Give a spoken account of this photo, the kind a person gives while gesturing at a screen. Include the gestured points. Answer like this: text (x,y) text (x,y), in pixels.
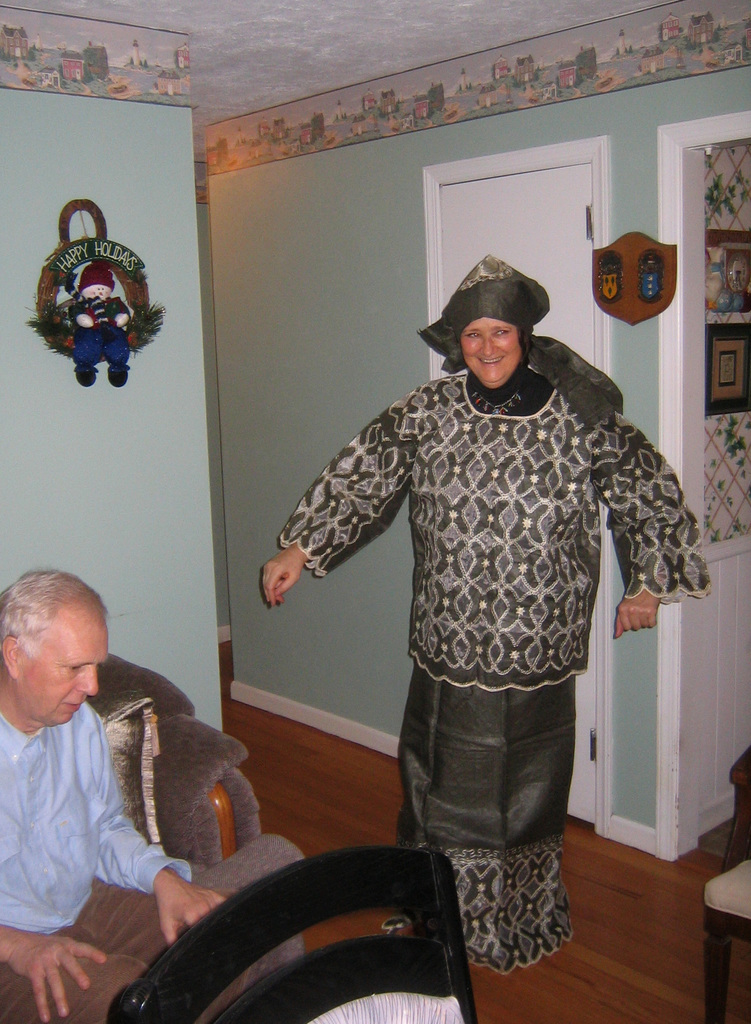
In this picture we can see two people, chairs (720,912) on the floor (613,905), one person (405,815) is standing, another person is sitting, here we can see a toy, wreath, door (582,697), wall (127,478) and some objects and in the background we can see a roof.
